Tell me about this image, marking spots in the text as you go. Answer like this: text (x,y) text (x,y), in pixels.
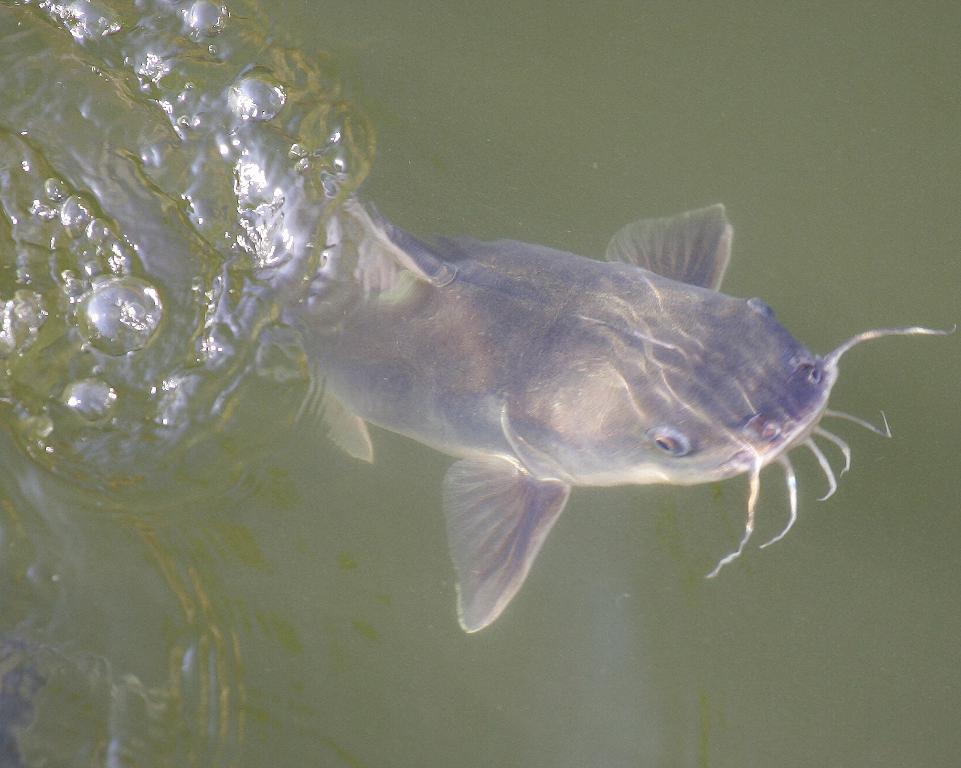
In this picture, I can see fish (527,474) in the water (44,211).
